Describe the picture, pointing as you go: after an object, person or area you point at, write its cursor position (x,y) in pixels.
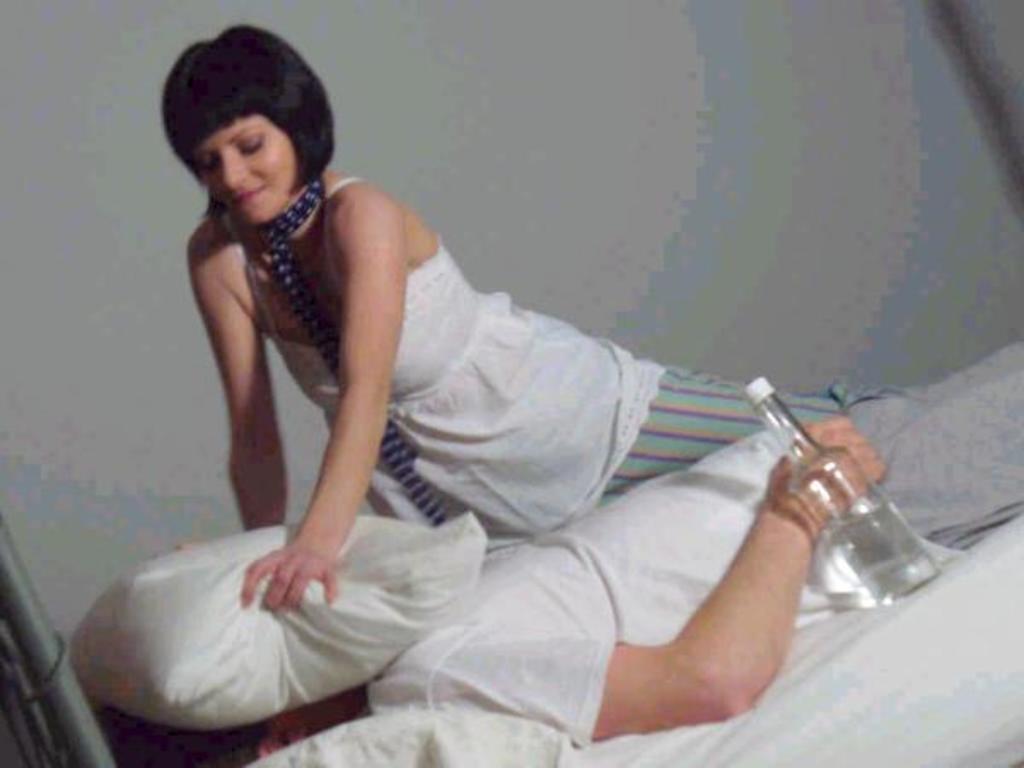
In this image we can see a person (738,529) lying on the bed (952,638). There is a water bottle (886,586). There is a lady (302,99) holding a pillow (218,549). In the background of the image (573,115) there is wall (107,190).
